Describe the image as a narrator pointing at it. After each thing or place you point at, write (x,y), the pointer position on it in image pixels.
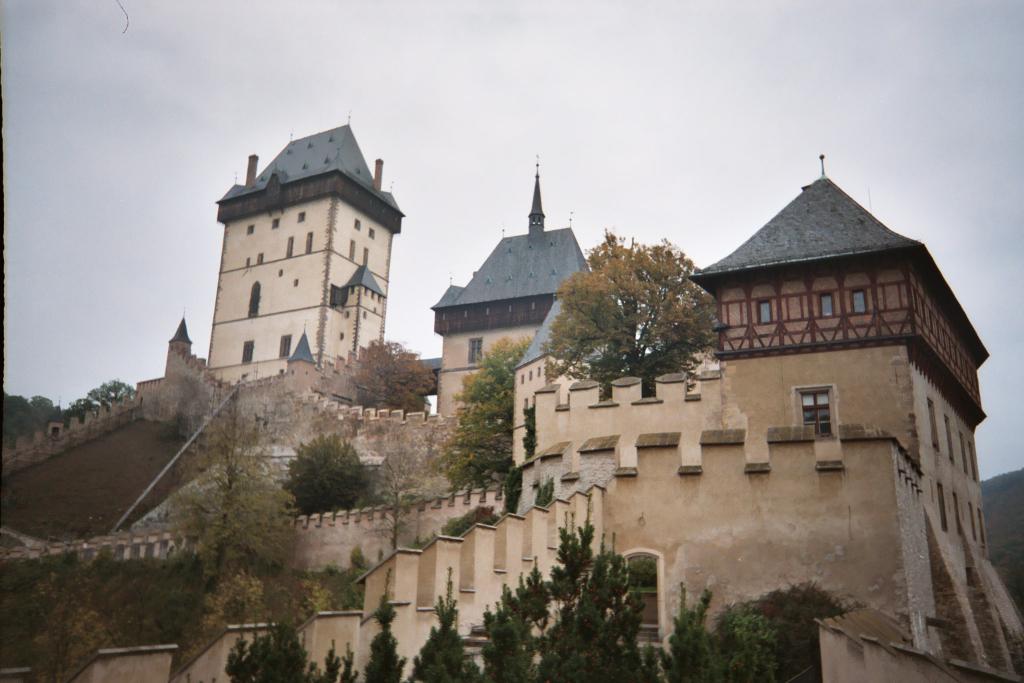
In the center of the image (348,246) there is a building (537,382). There are trees (616,593). At the top of the image (517,43) there is sky (648,88).
